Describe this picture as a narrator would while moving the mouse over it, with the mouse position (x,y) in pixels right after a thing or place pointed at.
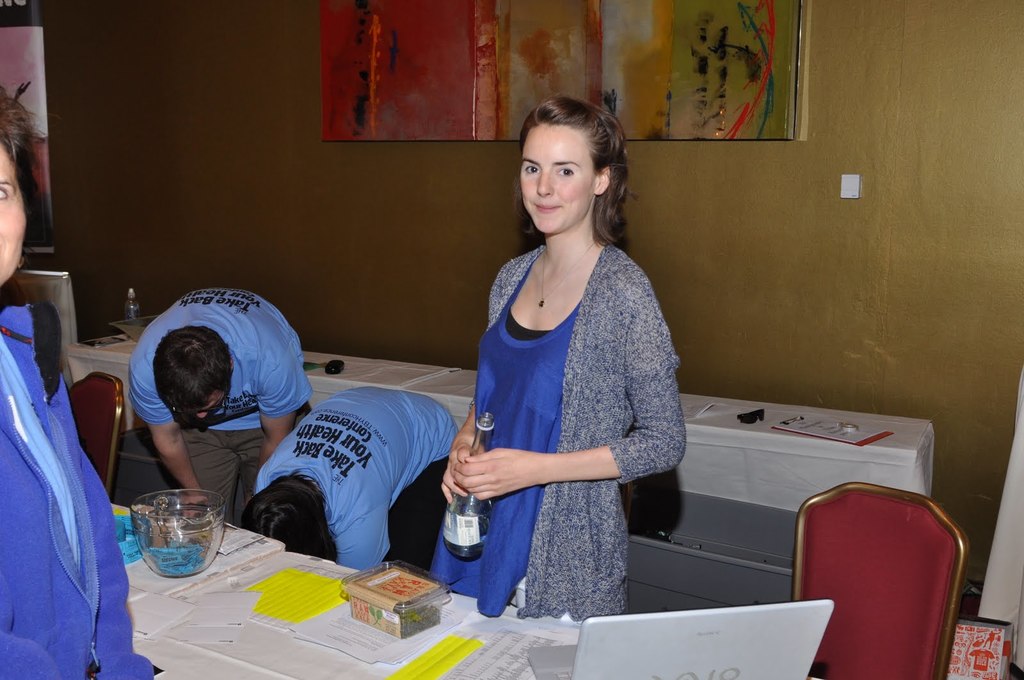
This picture describes about group of people (316,548), in the middle of the image (533,297) we can see a woman (544,221), she is smiling and she is holding a bottle (469,550), in front of her we can see few papers (154,615), laptop (655,656), a bowl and a box (355,594) on the table (350,666), in the background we can see few paintings (405,74) on the wall (877,213).
